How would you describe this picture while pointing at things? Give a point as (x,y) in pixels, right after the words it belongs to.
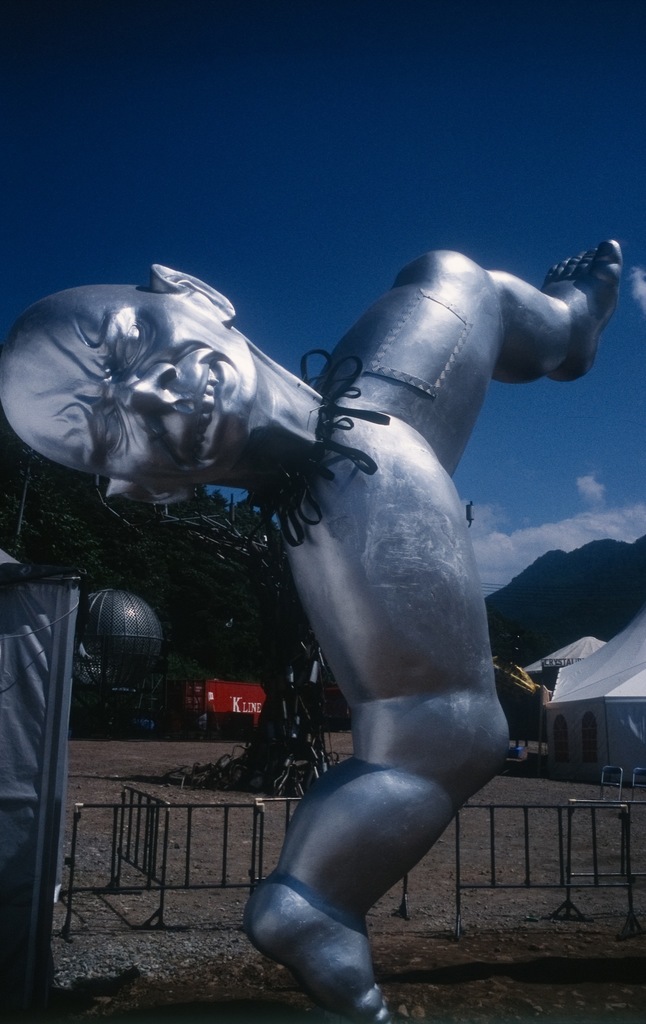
In this picture there is a statue (454,367) in the center of the image (343,471) and there is a boundary (202,826) behind it and there are tents (541,662) and trees (257,622) in the background area of the image (595,641).
